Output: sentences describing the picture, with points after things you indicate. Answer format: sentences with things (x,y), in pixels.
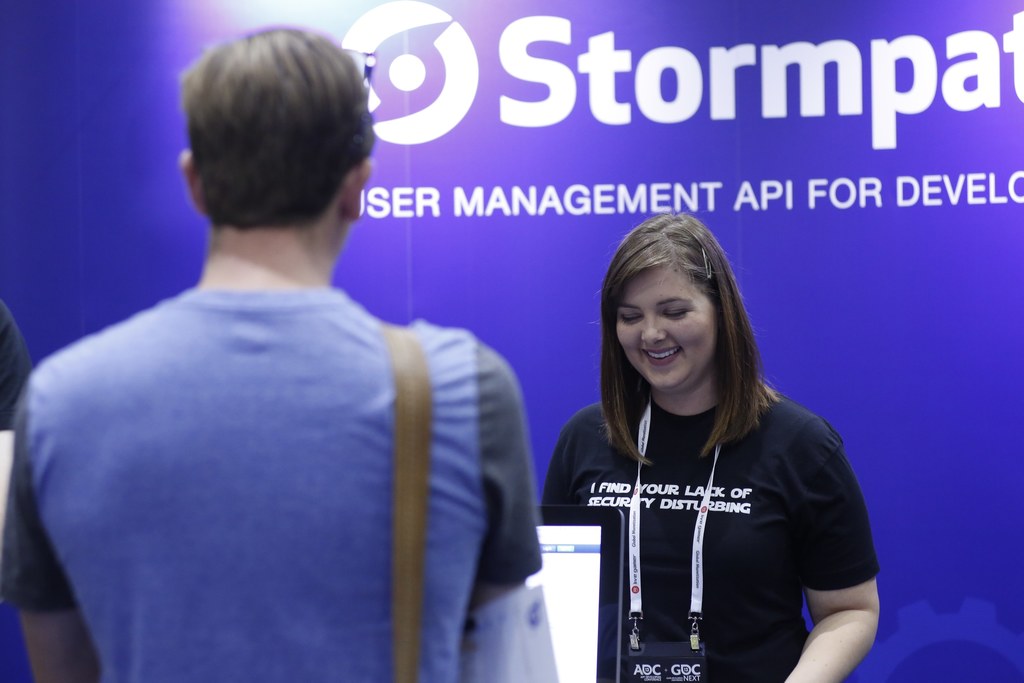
In this image in the left (283,304) there is a man (295,556). In front of him there is a screen (600,616). In the right (704,438) a lady (711,390) is smiling. She is wearing black t-shirt (773,533). In the background (965,540) there is a banner (891,233).
